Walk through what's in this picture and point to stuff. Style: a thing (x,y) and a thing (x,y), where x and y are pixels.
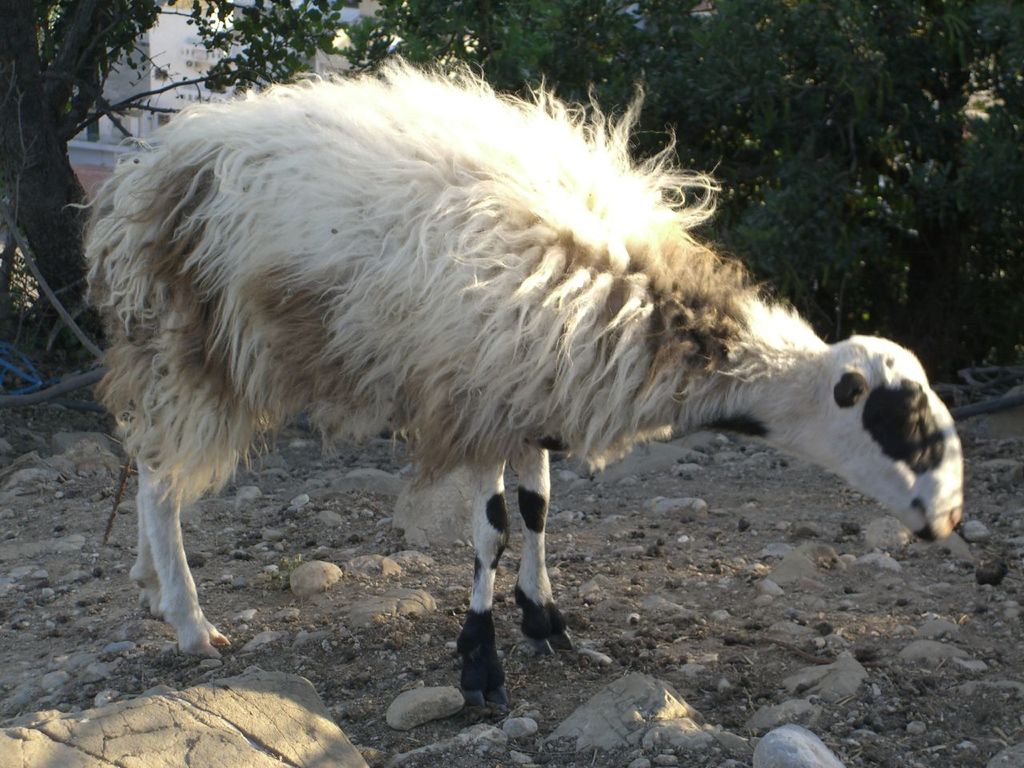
In the foreground of this image (435,264), there is a sheep (411,356) on the land (451,624) where we can see few stones (325,720). In the background (89,108), there are trees (511,77) and it seems like a building (162,67).
